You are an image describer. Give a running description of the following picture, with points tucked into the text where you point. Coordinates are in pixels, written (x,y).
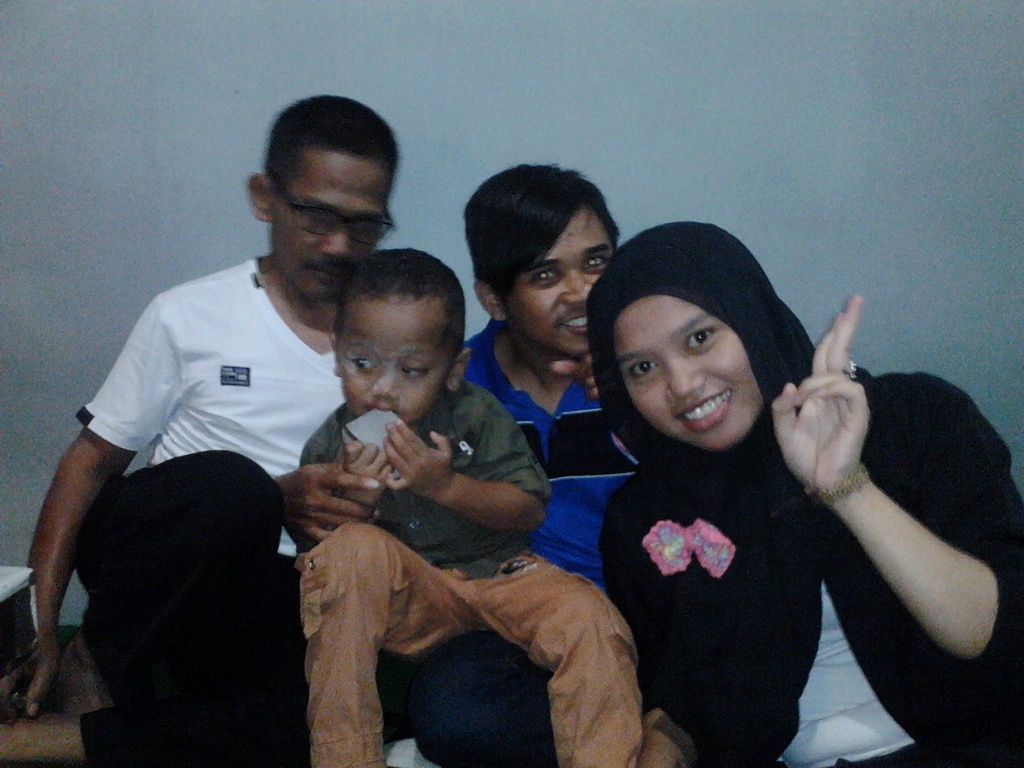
In this picture, we see four people (567,335) are sitting. They might be sitting on the bed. The man (541,437) in blue T-shirt (597,422) and the women (652,418) are smiling and they are posing for the photo. In the background (756,177), we see a white wall (57,194). On the left side (29,577), we see an object (21,588) in white color.
